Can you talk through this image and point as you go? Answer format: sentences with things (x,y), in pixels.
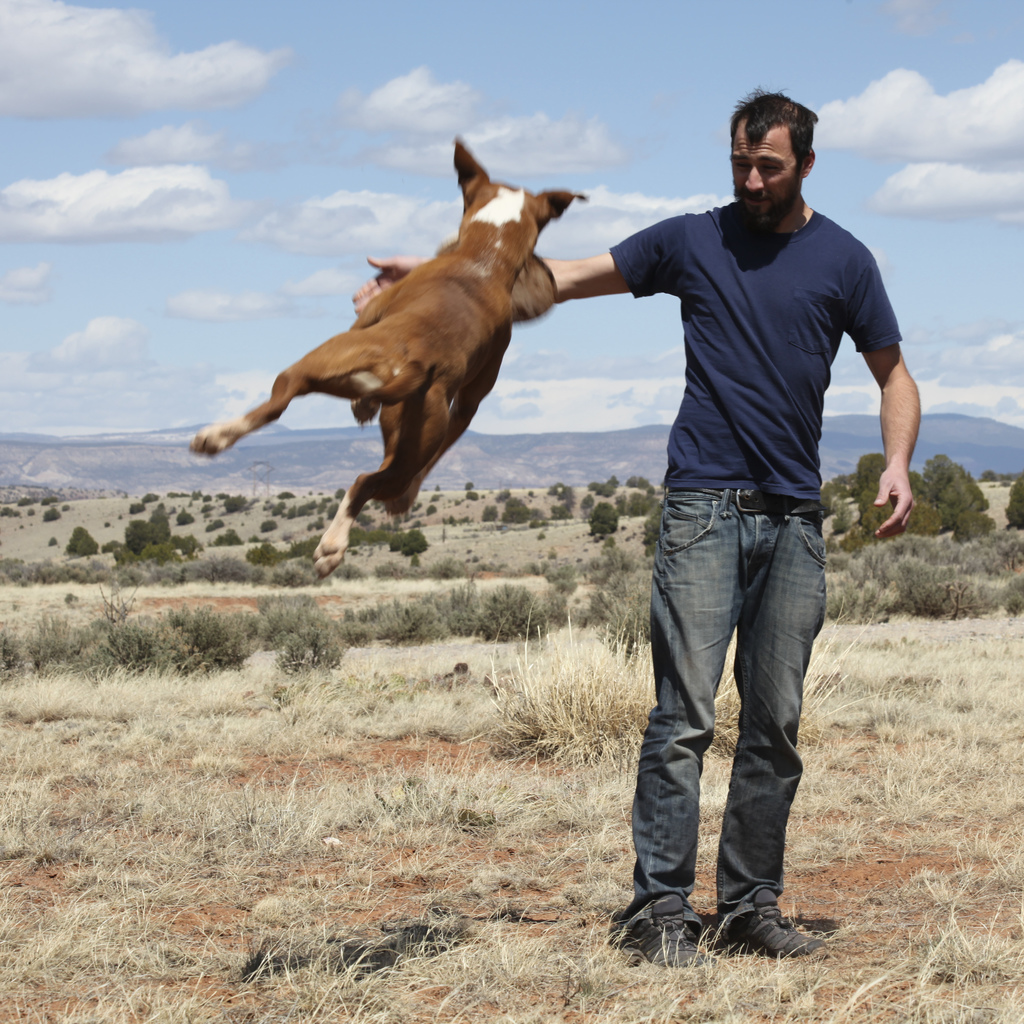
In this image we can see a person (696,302) standing and a dog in the air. Behind the person (729,522) we can see the group of trees (505,513), plants (400,640) and mountains (544,443). At the top (506,111) we can see the sky (535,137).
